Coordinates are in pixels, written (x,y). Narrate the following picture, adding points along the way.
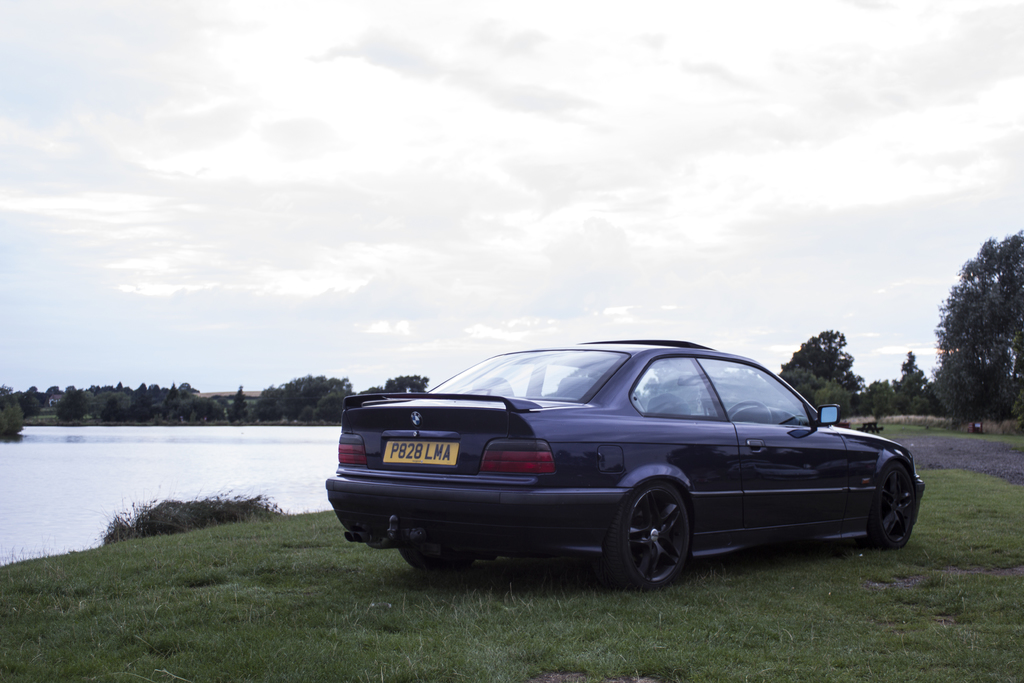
This is an outside view. Here I can see a car (575,470) on the ground (213,614). On the left side (107,481) there is a lake (72,441). In the background (149,420) there are many trees (349,392). On the ground (260,613), I can see the grass (217,605). At the top of the image (161,165) I can see the sky (304,179) and clouds (309,165).
